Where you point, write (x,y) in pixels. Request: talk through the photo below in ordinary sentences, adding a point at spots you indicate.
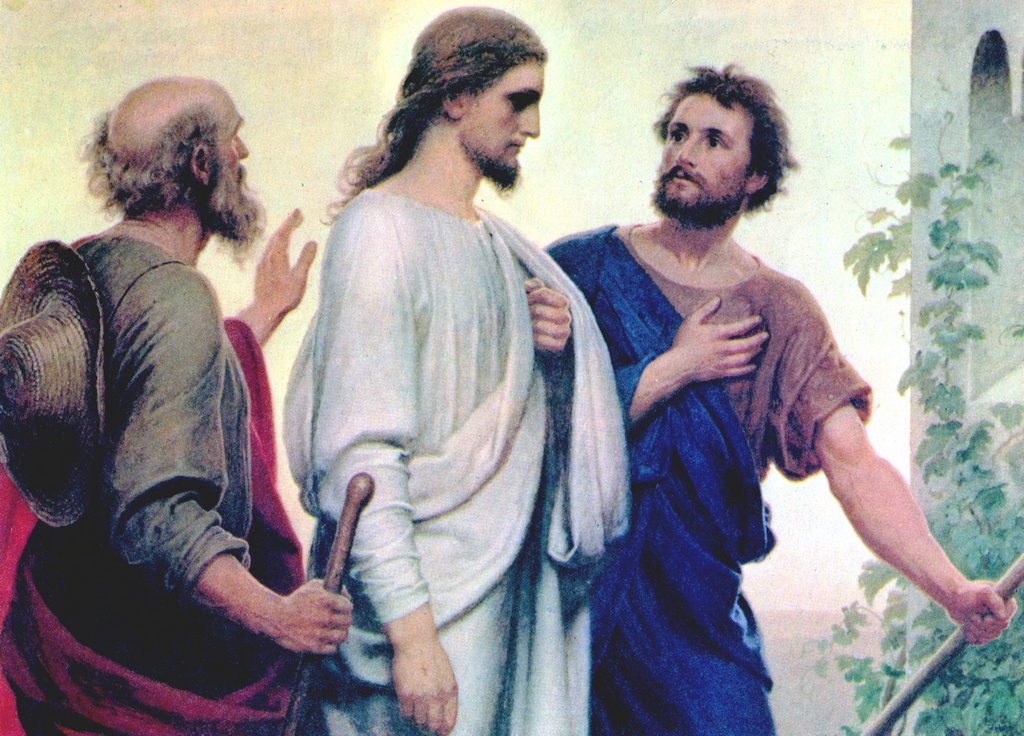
The picture is a painting. In the picture there are three persons (399,349). On the left (93,562) there is a person (313,583) holding stick (344,549) and wearing a hat (78,411). In the center (381,352) the person (442,503) is wearing a white dress (454,464). On the right (997,456) there is a plant (1000,556) and wall (1015,114).
